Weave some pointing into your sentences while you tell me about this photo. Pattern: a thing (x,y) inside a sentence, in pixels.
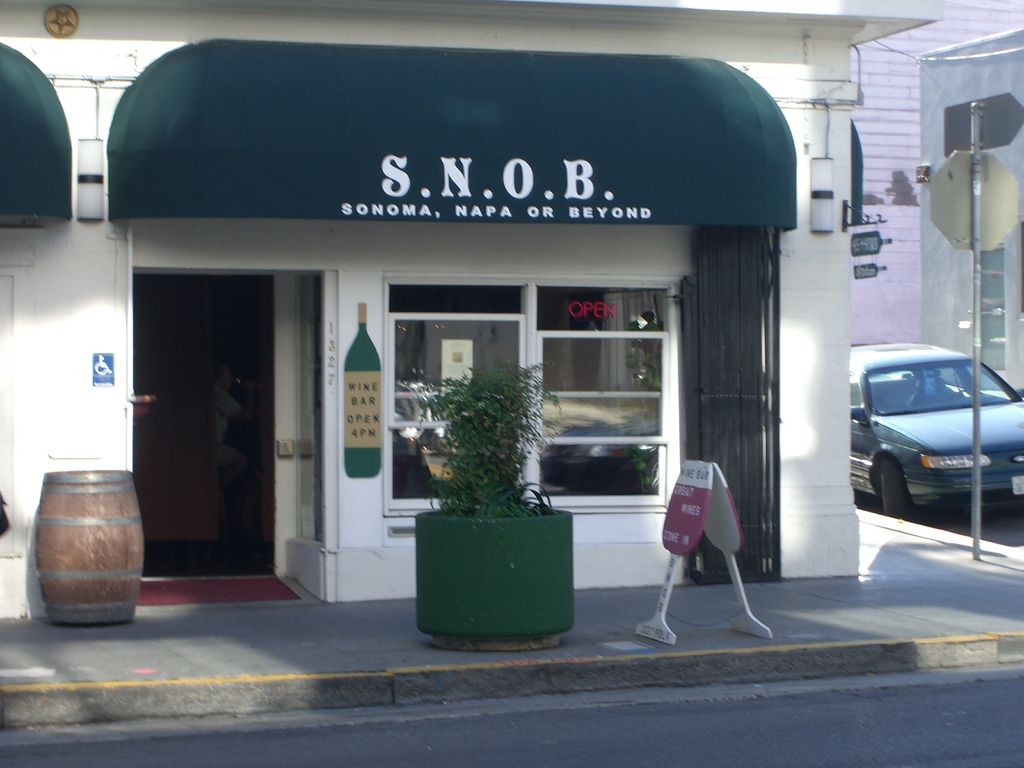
In this image there are stores (732,184), boards (999,184), plant (511,463), barrel (72,563), vehicles (875,456), window (571,357), pole (974,107), person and objects (744,347). Something is written on the boards (863,270).
